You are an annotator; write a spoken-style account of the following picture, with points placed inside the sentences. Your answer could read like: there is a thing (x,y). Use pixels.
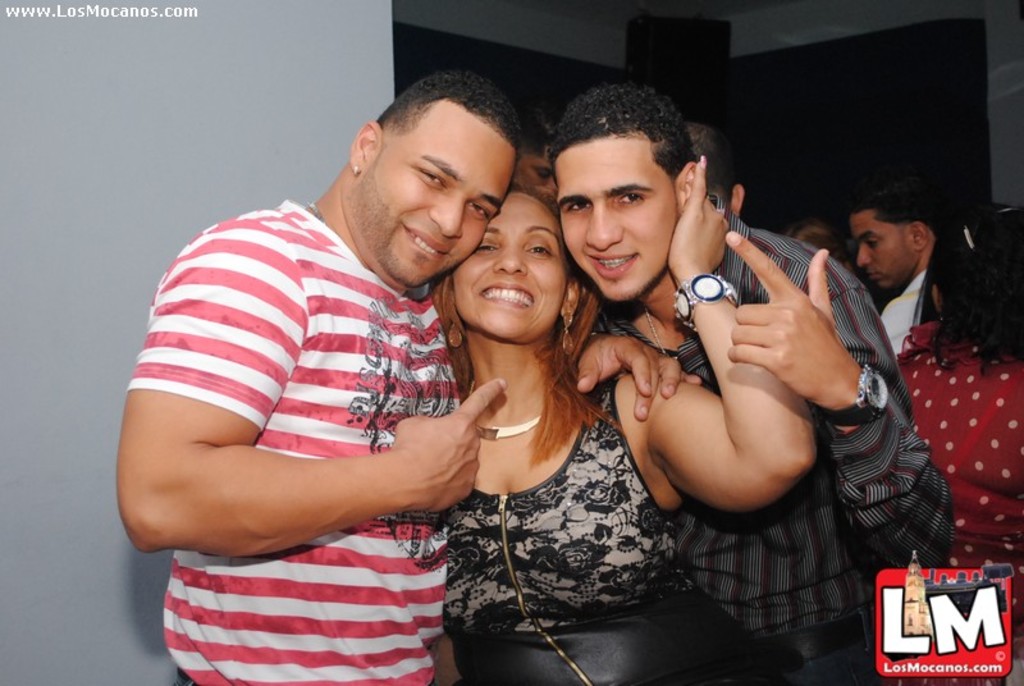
In this image I can see a group of people (697,414) standing. In the background (445,44), I can see the wall (306,70).
